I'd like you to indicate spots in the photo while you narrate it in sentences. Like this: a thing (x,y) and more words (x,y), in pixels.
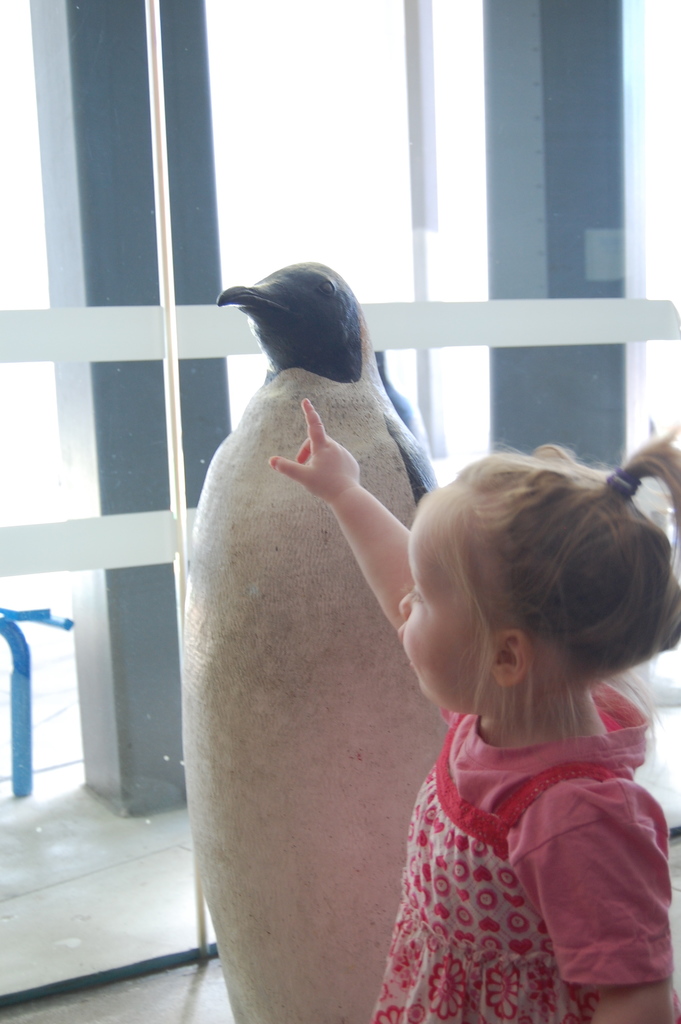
In this image, we can see small girl (569,825) standing and we can see a statue (254,602).
